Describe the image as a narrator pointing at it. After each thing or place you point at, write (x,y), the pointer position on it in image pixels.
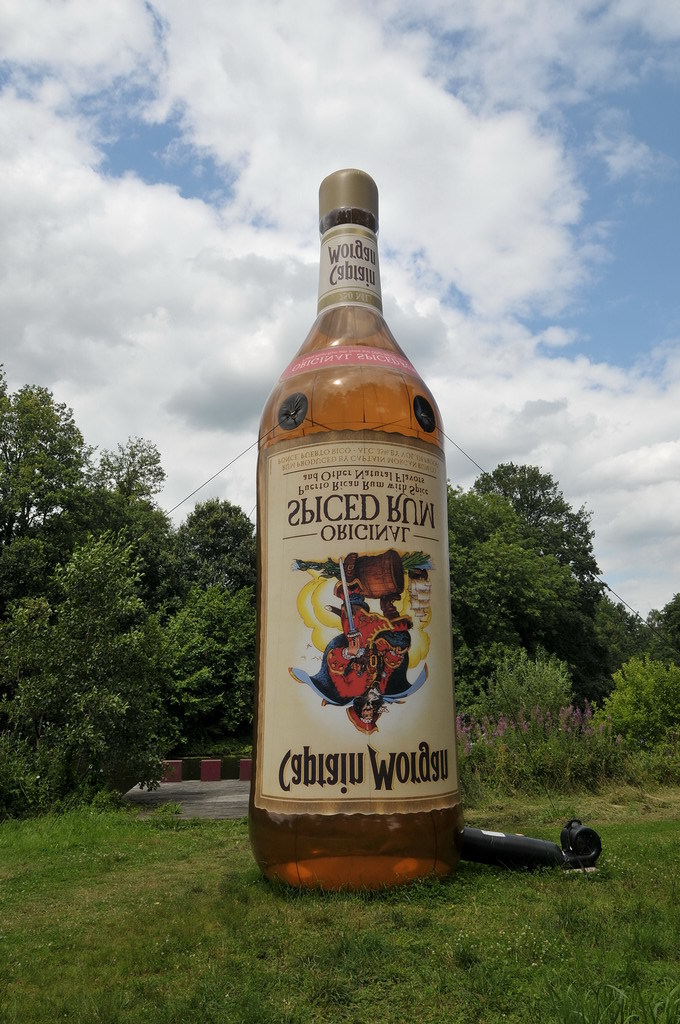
This picture is taken in a garden (530,707). In the center of the picture (275,476) there is a bottle (322,476). In the foreground (329,926) there is grass (164,827). In the center (242,670) there are trees (215,593). On the top (257,60) there are clouds (164,242) in the sky (569,242). On the right (566,863) there is an air blower (569,837).
